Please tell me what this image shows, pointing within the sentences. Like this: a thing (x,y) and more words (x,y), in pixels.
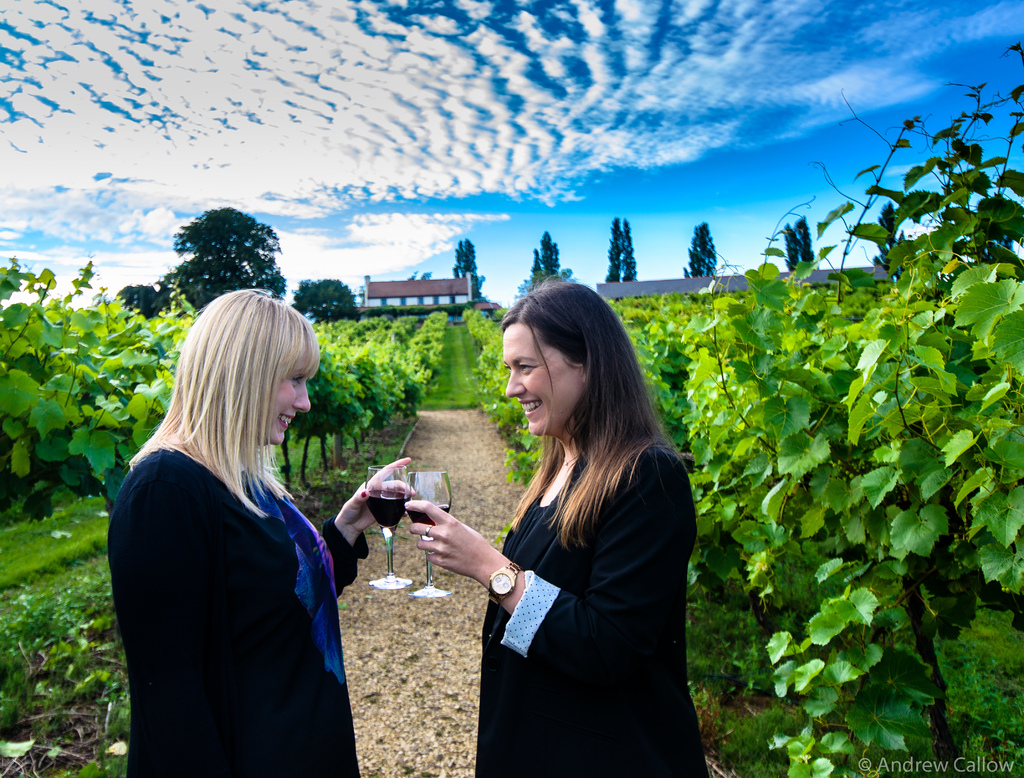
In this image we can see two women (580,519) holding glasses (380,514) in their hands (411,531) are standing on the ground (435,739). One woman (664,699) is wearing a wrist watch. In the background (852,384), we can see a group of trees (257,245), plants (853,458) and the cloudy sky (650,140). At the bottom (883,765) we can see some text (901,761).
